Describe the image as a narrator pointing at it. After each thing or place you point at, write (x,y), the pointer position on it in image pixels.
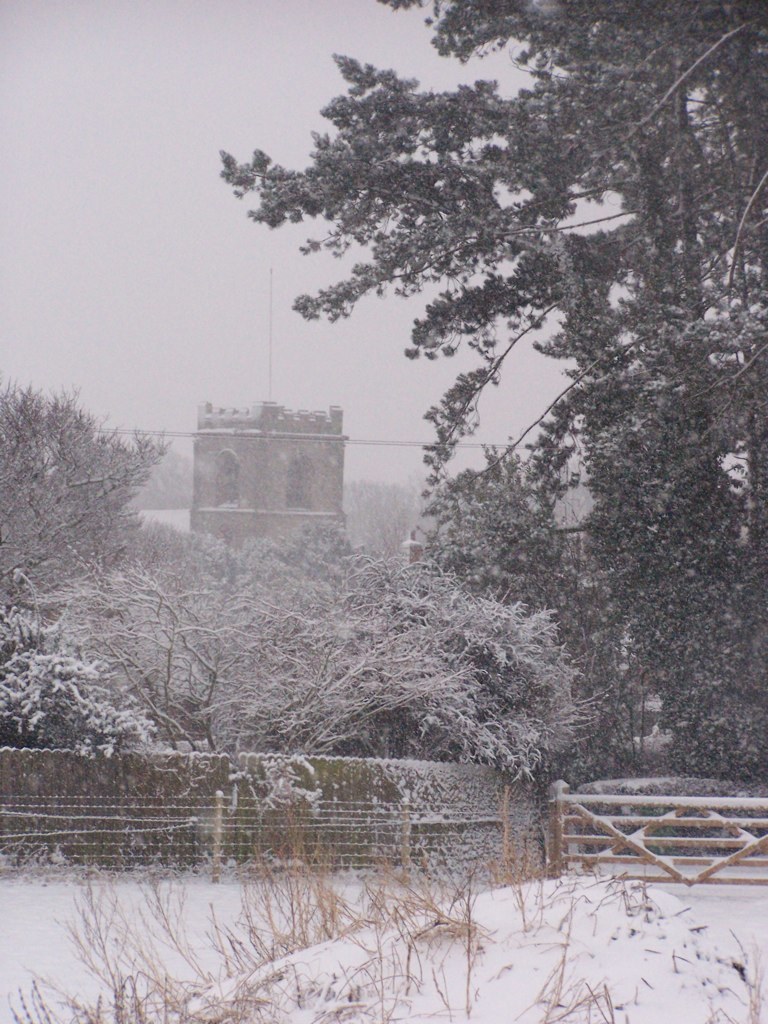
In this picture there are trees (547,708) and a fence wall (401,801) covered with snow (274,541).
